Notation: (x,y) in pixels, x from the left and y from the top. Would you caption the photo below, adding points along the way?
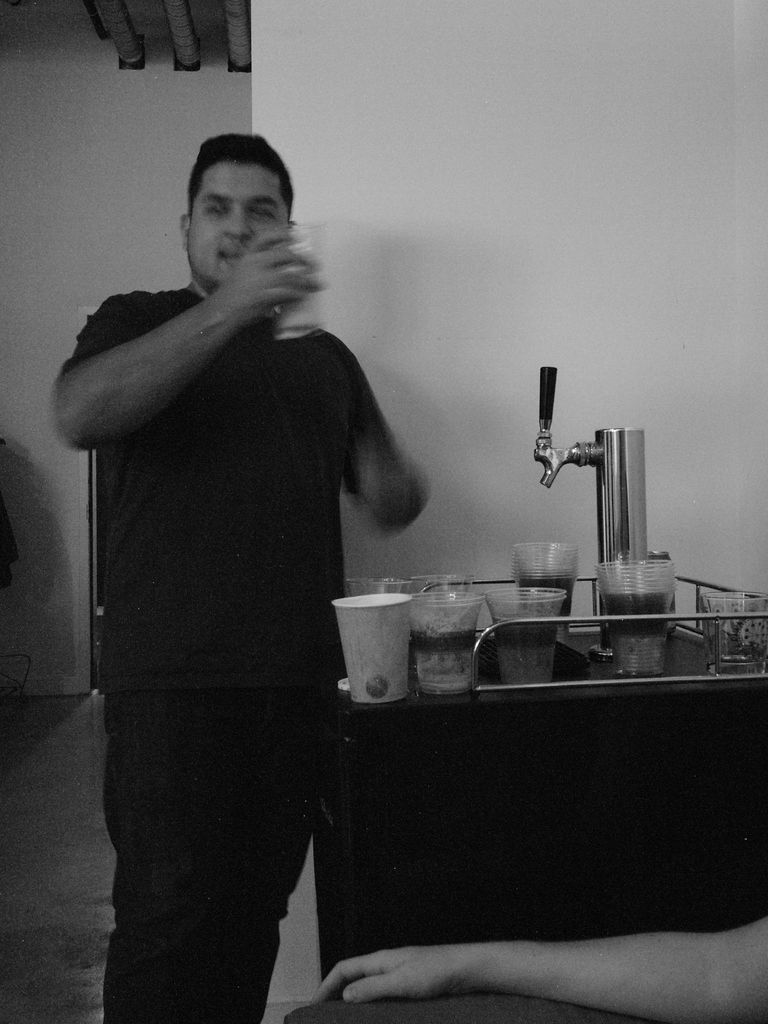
In this image on the left (193,539) there is a man (199,513), he wears a t shirt (225,624), trouser (231,841), he is holding a glass (291,336). In the middle (482,680) there is a table (523,774) on that there are glasses (624,575), cups (530,628), tap (543,385). At the bottom (596,989) there is a person (513,969). In the background (449,354) there is a wall (402,139).
